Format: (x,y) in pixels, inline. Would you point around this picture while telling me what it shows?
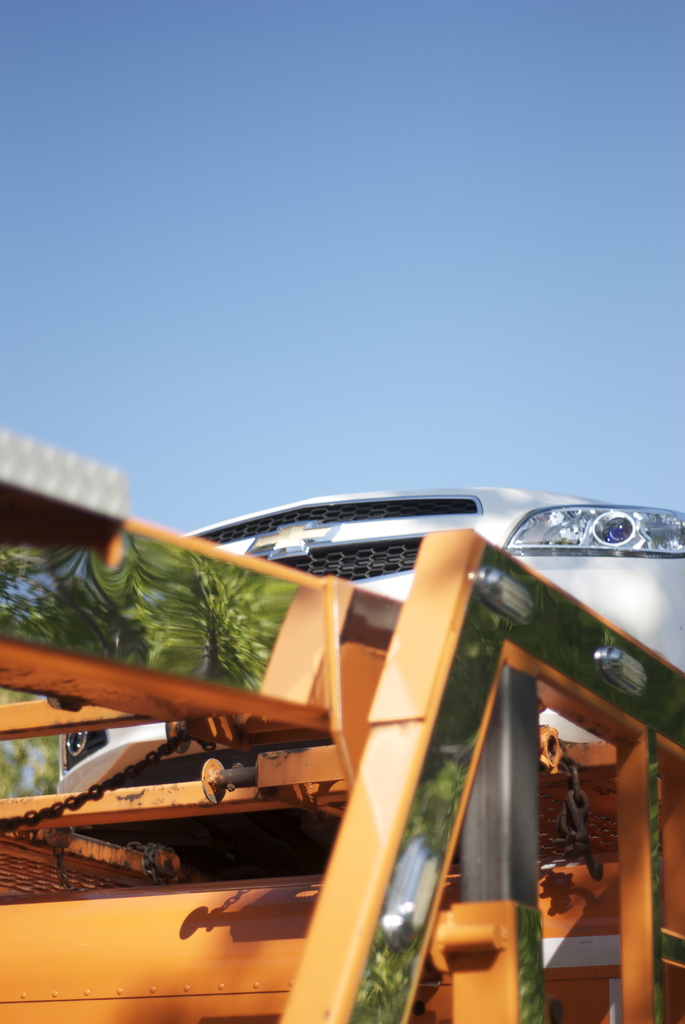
In this image there is a car (657,527) on the towing vehicle (170,914).
